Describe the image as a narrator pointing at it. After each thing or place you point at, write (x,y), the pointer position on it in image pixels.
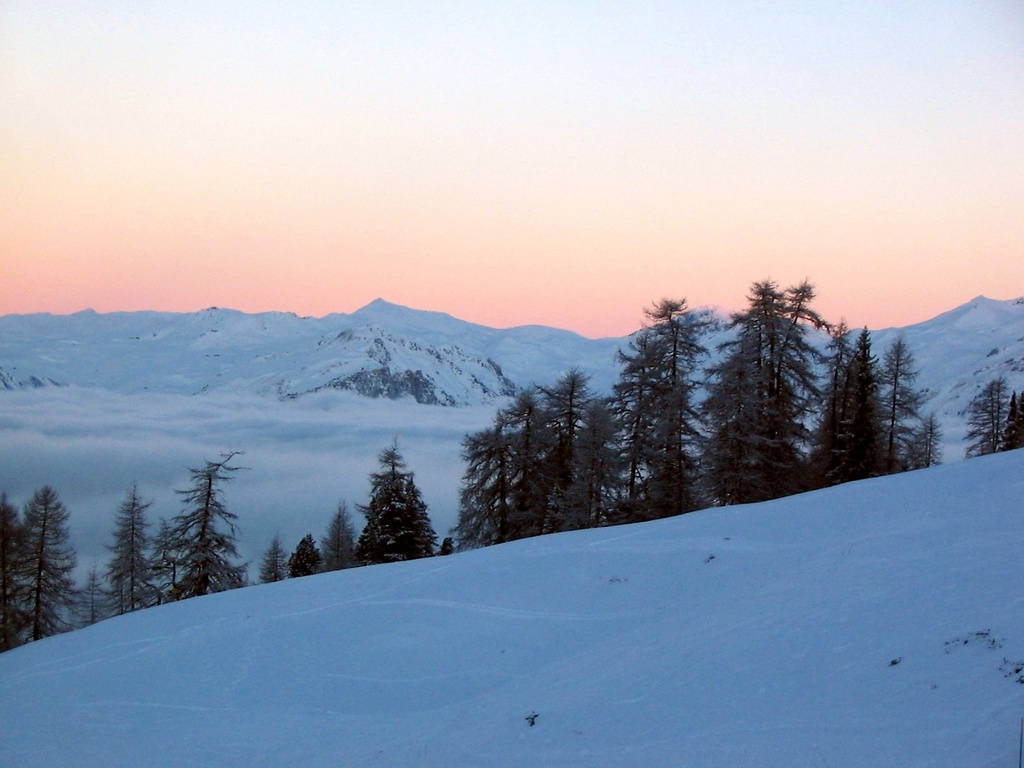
In this image there are trees (409,520) and we can see snow (176,634). In the background (195,374) there are mountains (351,343) and sky (355,213).
